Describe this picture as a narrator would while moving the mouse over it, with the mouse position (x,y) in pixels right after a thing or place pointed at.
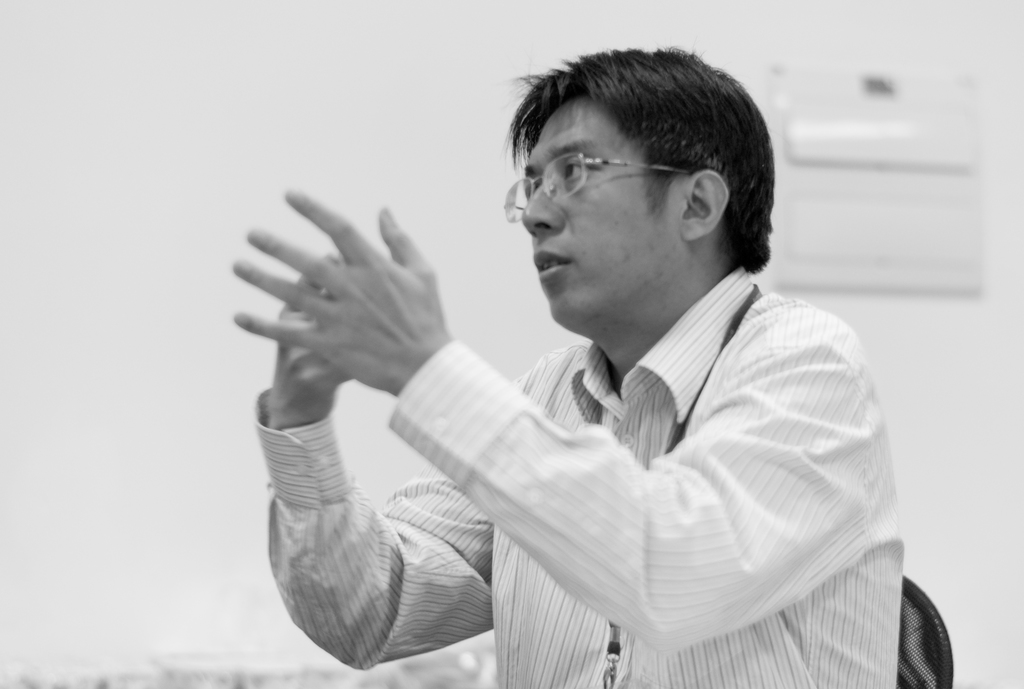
This is a black and white image. In the center of the image (381,331) there is a person (410,583). In the background of the image (129,227) there is wall (174,211).
